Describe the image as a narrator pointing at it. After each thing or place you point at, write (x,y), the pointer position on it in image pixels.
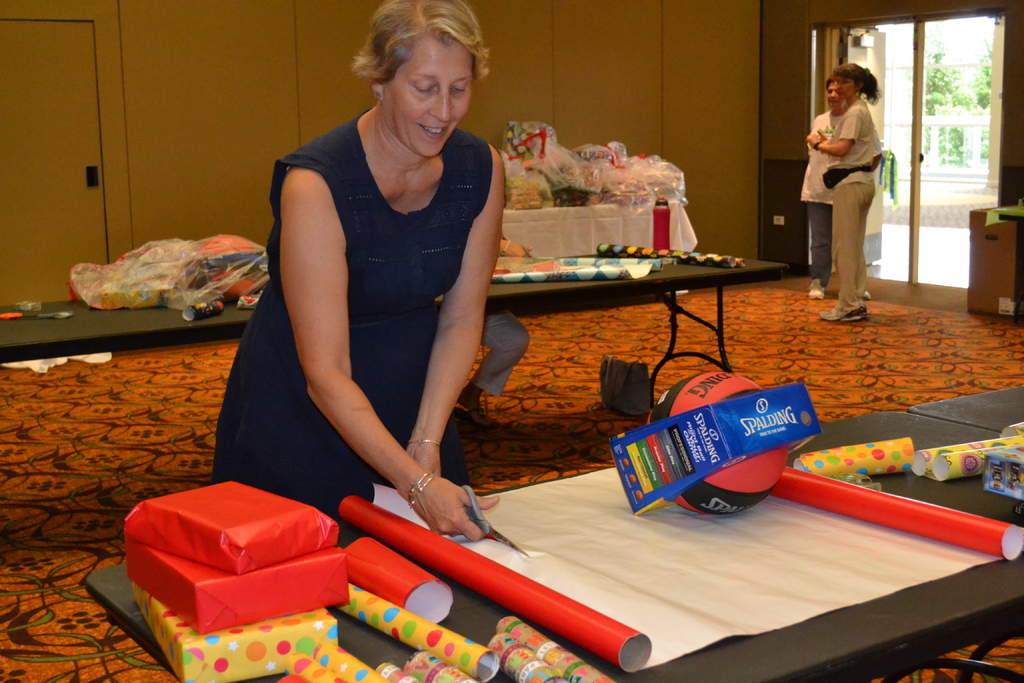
In this image we can see few people (391,460) inside of a room (119,463) and there is a table (488,625) with some objects (857,543). At the background (620,268) we can see some objects (600,257) on the table (653,276) and two persons (825,249) are standing and talking to each other. We can see a person (433,317) standing near the table (455,598) and working.
